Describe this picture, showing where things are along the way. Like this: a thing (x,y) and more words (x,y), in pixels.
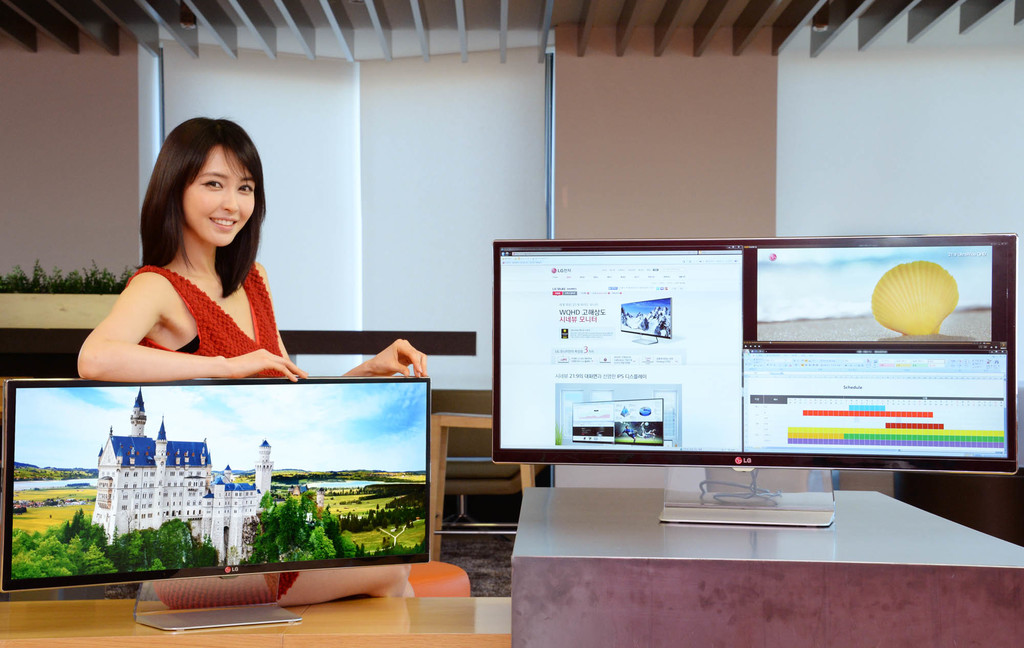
there are 2 screens (728,375). behind the left screen (276,446) a person (182,270) is standing. behind her there is a wall (392,210).
